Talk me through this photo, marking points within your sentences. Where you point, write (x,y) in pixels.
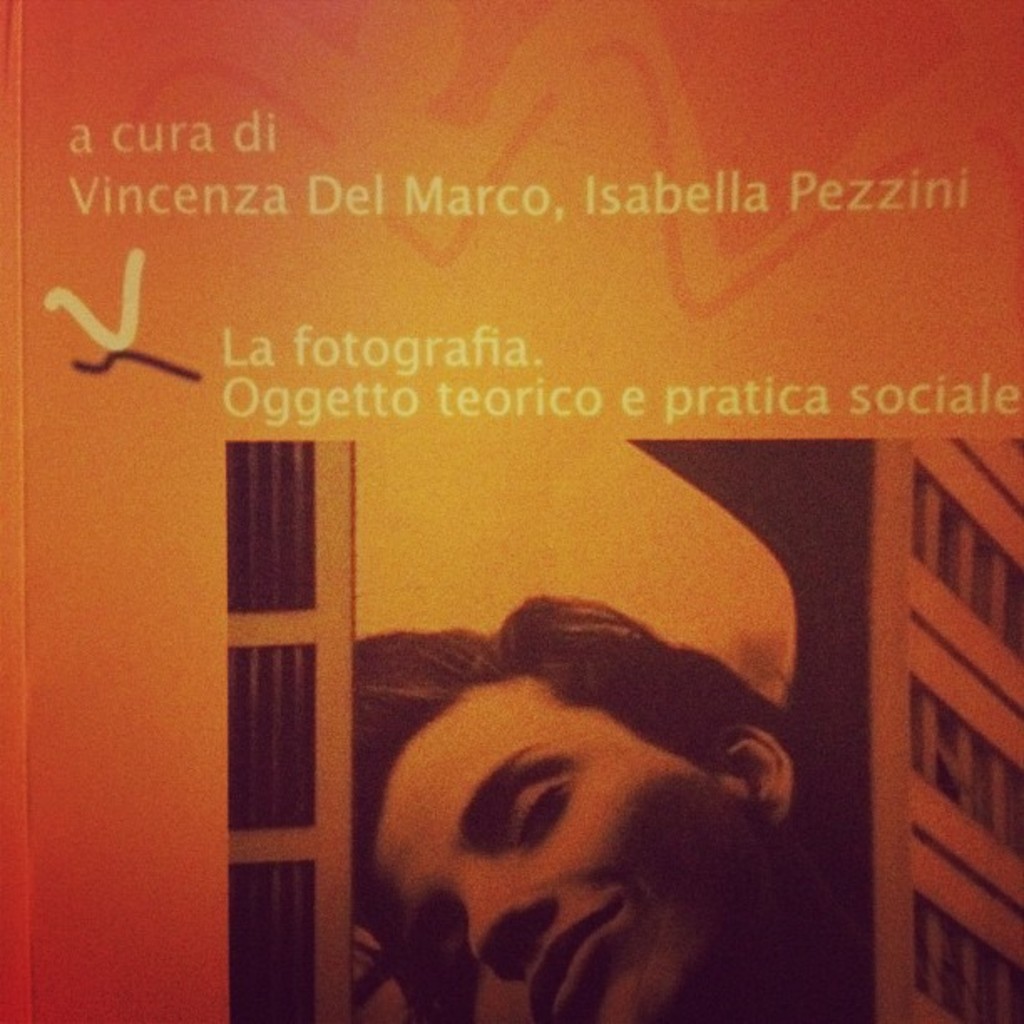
The picture is a book cover (589,1003) or a poster (320,607). At the bottom (564,831) there is a person's face (558,766). On the right (893,608) there is a building (880,785). At the top (265,167) there is text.
